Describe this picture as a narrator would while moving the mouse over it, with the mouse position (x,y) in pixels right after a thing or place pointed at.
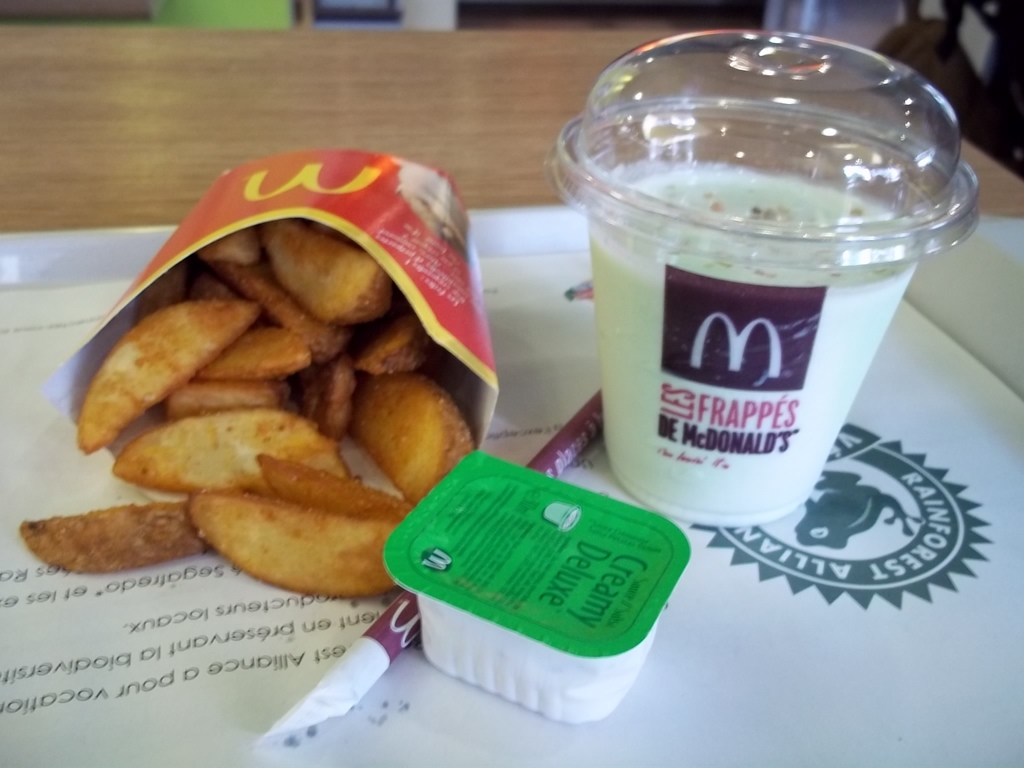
There is a table (185,218) in the image, there is a milkshake (677,367), it seems like chips (296,316), straw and a small cream box (511,571).
